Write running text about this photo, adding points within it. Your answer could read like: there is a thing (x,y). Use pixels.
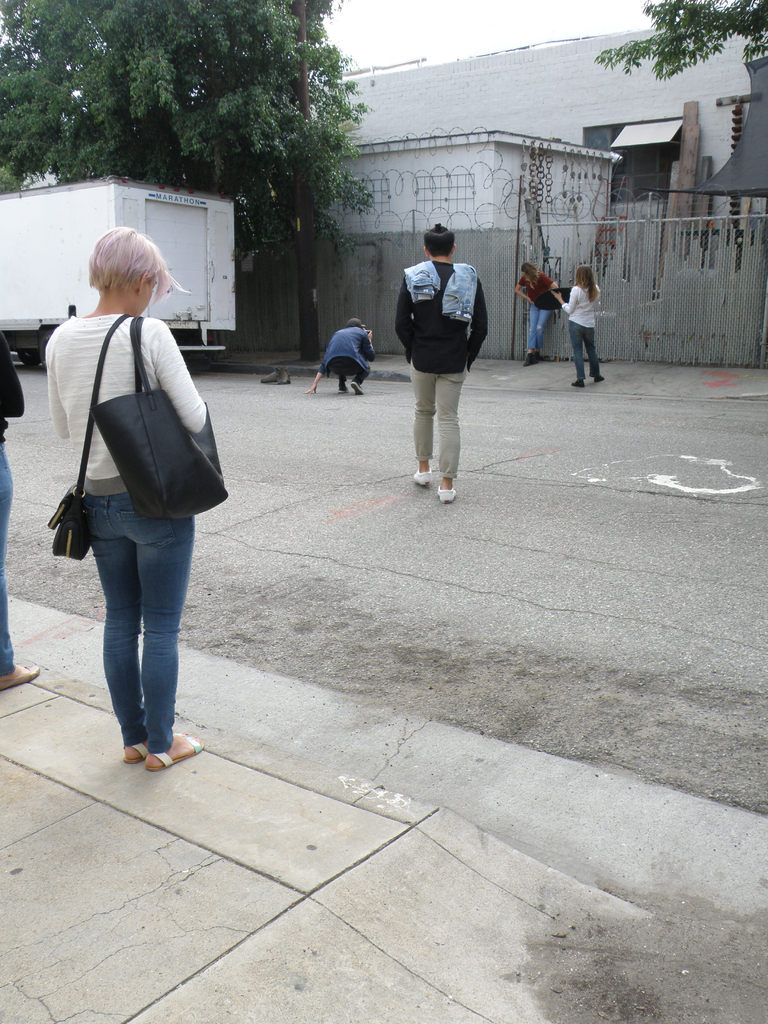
In the left middle (5,677), there are two persons (55,411) standing, one is half visible. In the middle (363,361), there are four person (597,376) and one is moving on the road (509,555). In the left top (99,41), there is a tree (286,154) visible and truck (68,213) half visible. In the top middle (431,52), there is a sky (529,9) of white in color visible. Below that building (362,220) is there. This image is taken during day time on the road (525,626).
